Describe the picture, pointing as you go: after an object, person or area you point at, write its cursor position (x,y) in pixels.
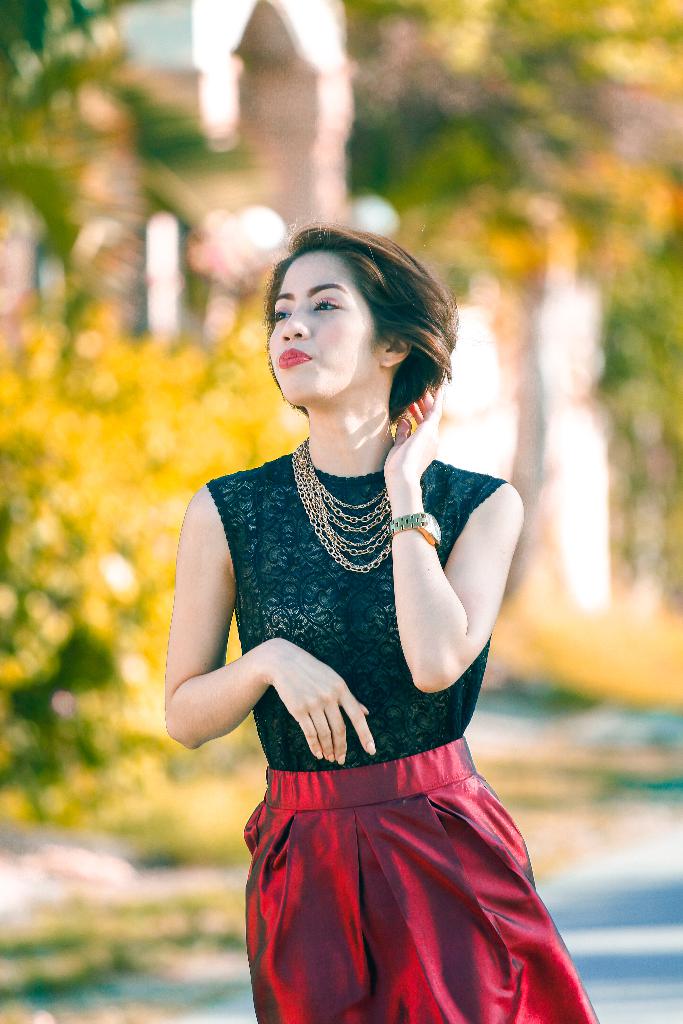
In the foreground of this image (354,861), there is a woman (357,792) standing in black and red dress (367,808). In the background (153,596), there is greenery (117,433) and remaining objects (485,331) are not clear.
